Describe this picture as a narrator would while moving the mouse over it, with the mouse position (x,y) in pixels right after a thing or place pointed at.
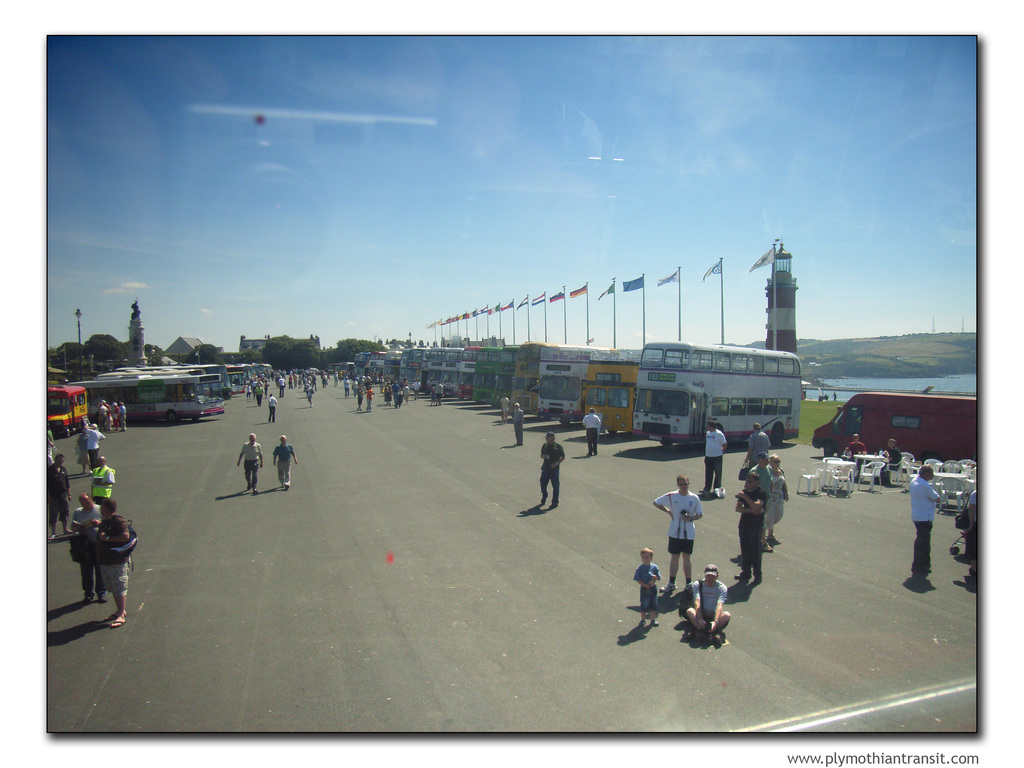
In this image there are group of persons (722,625) standing, sitting and walking, and there are vehicles (126,416) on the road (325,418). On the right side (721,306) there are flags (438,324), there is a tower (796,328), there is water (880,386). In the background (308,350) there are trees (324,365) and on the right side (943,478) there are empty chairs (869,478) and on the left side (92,353) there are trees (93,359), there is a tower (133,344) and there is a pole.
